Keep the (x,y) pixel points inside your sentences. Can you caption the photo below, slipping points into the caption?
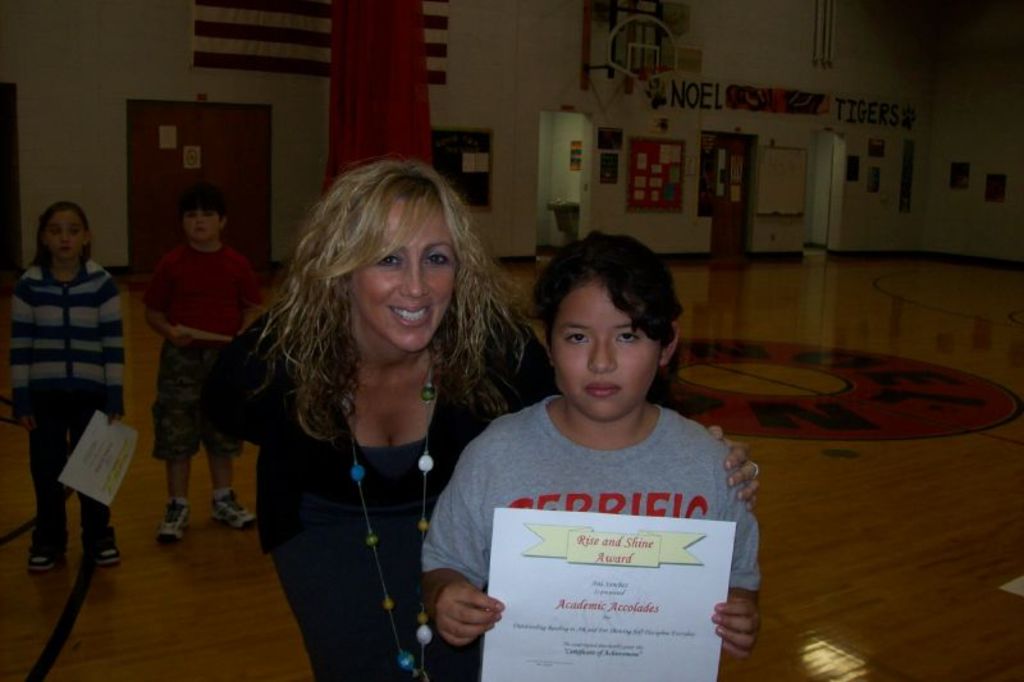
In this picture we can see there are four people (291,344) standing and three people (202,295) holding the papers (102,423). Behind the people (102,304) there is a wall (458,31) with the boards (661,177), door (746,179) and some objects (664,74).
